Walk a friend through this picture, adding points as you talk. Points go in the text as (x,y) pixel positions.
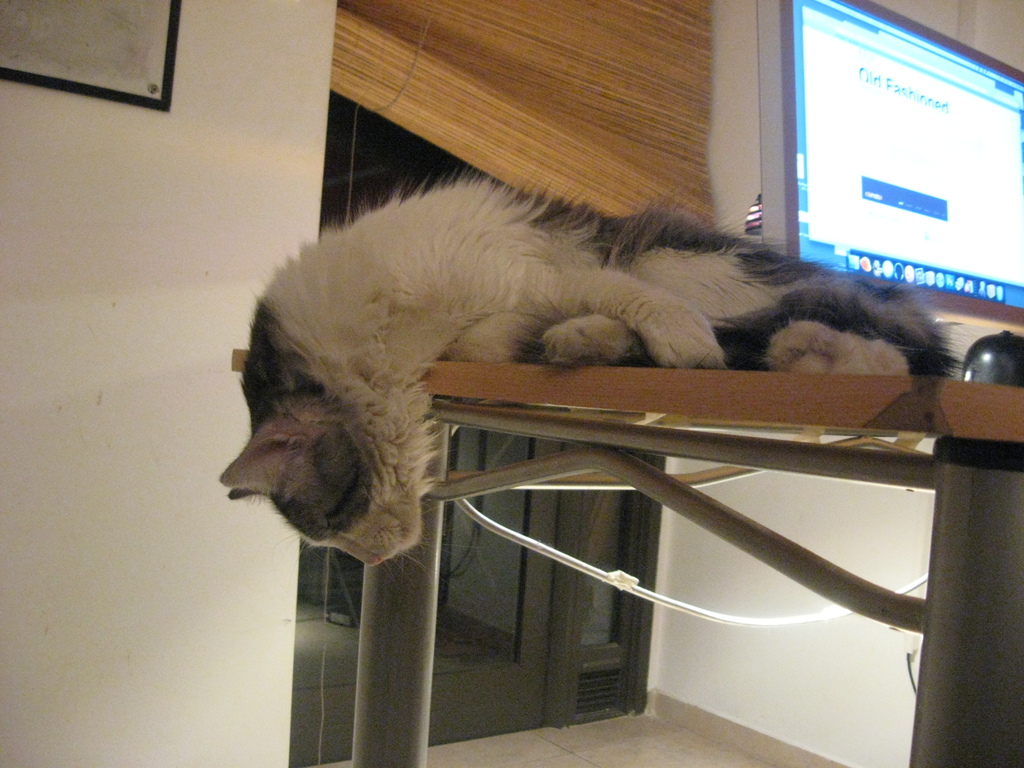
In this image i can see a cat (253,435) lying on a table (729,412), and in the background (918,283) i can see a monitor (854,168), a window blind (511,117), a window (483,555), a wall (154,227) and a photo frame (127,72) attached to it.
